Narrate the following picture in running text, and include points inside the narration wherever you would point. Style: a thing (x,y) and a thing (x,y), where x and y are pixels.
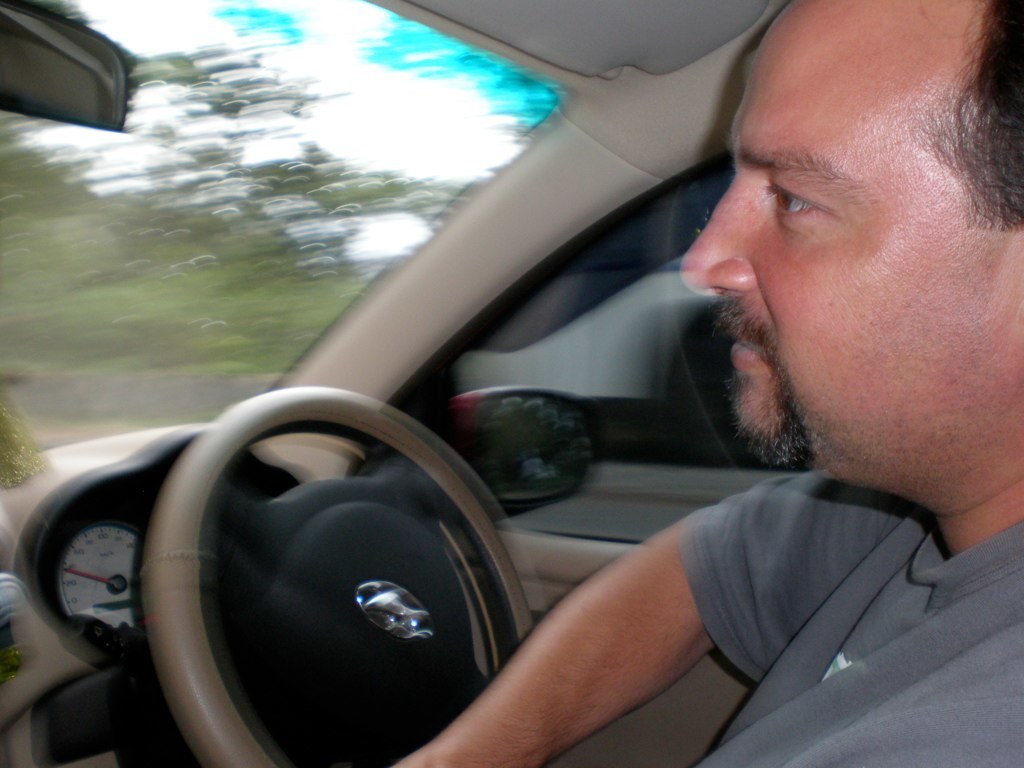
As we can see in the image there is a man (799,358) sitting in car (490,344).
